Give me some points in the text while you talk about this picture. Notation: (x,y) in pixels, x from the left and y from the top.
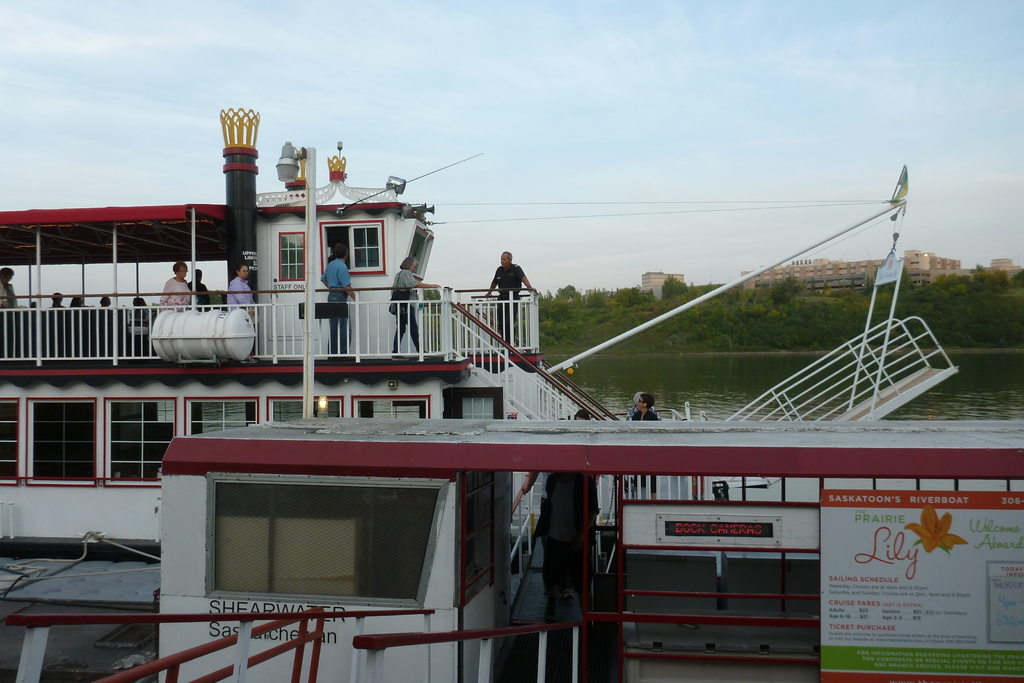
There is a ship (362,351) which has stairs (524,370), fencing (113,339) and few people (143,301) are present on it. At the back (750,381) there is water (709,367), trees (995,303) and buildings (847,274).
